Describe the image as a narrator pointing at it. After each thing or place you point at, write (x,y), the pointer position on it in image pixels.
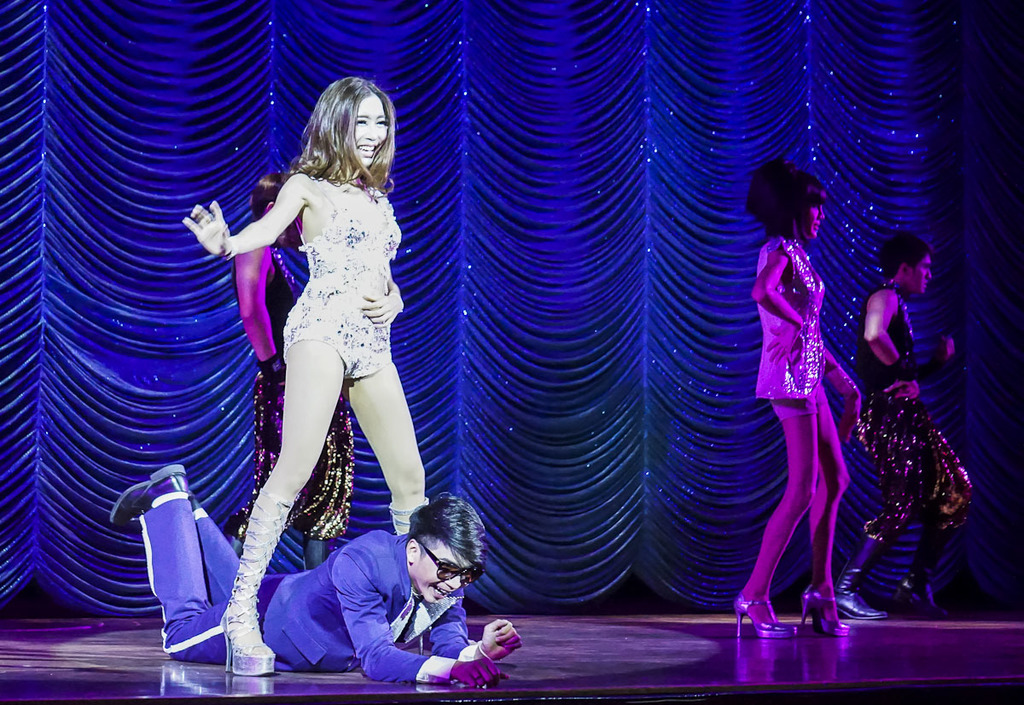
In this image we can see a man (401,568) lying on the floor (626,689) and there are few people (298,461) dancing on the floor (829,668). In the background (248,219) we can see a curtain (738,246).
